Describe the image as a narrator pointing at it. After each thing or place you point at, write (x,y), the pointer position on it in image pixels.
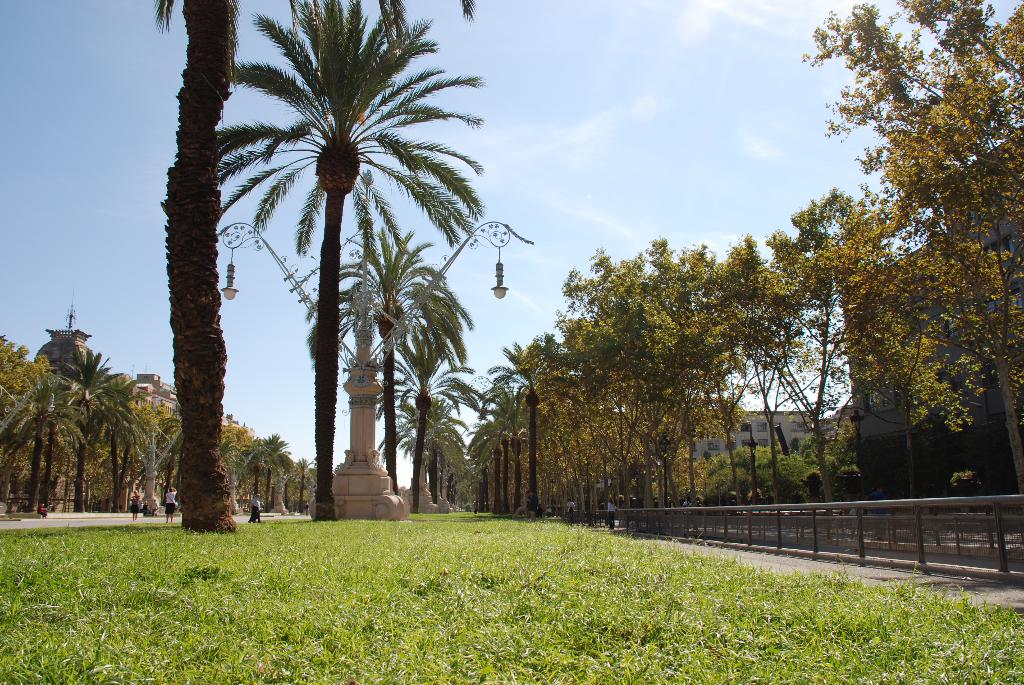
In the background (762,26) we can see the sky (621,178). In this picture we can see the buildings (983,402), trees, people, lights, poles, grass (352,574), pillars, and railings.
